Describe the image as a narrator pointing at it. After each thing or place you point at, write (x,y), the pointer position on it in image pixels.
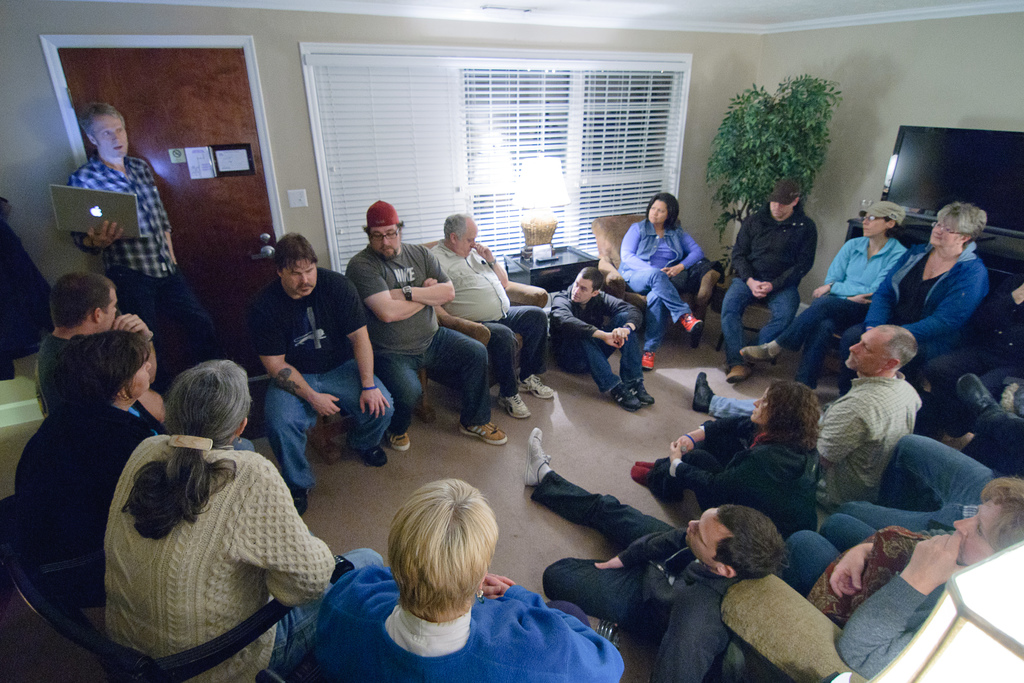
In this image we can see people (652,349) are sitting and there is a man (116,287) standing on the floor (311,507). He is holding a laptop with his hand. Here we can see floor (632,458), plant (761,107), television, door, tables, lamp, posters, chairs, window blinds (489,155), wall (28,143), and objects (23,289).
